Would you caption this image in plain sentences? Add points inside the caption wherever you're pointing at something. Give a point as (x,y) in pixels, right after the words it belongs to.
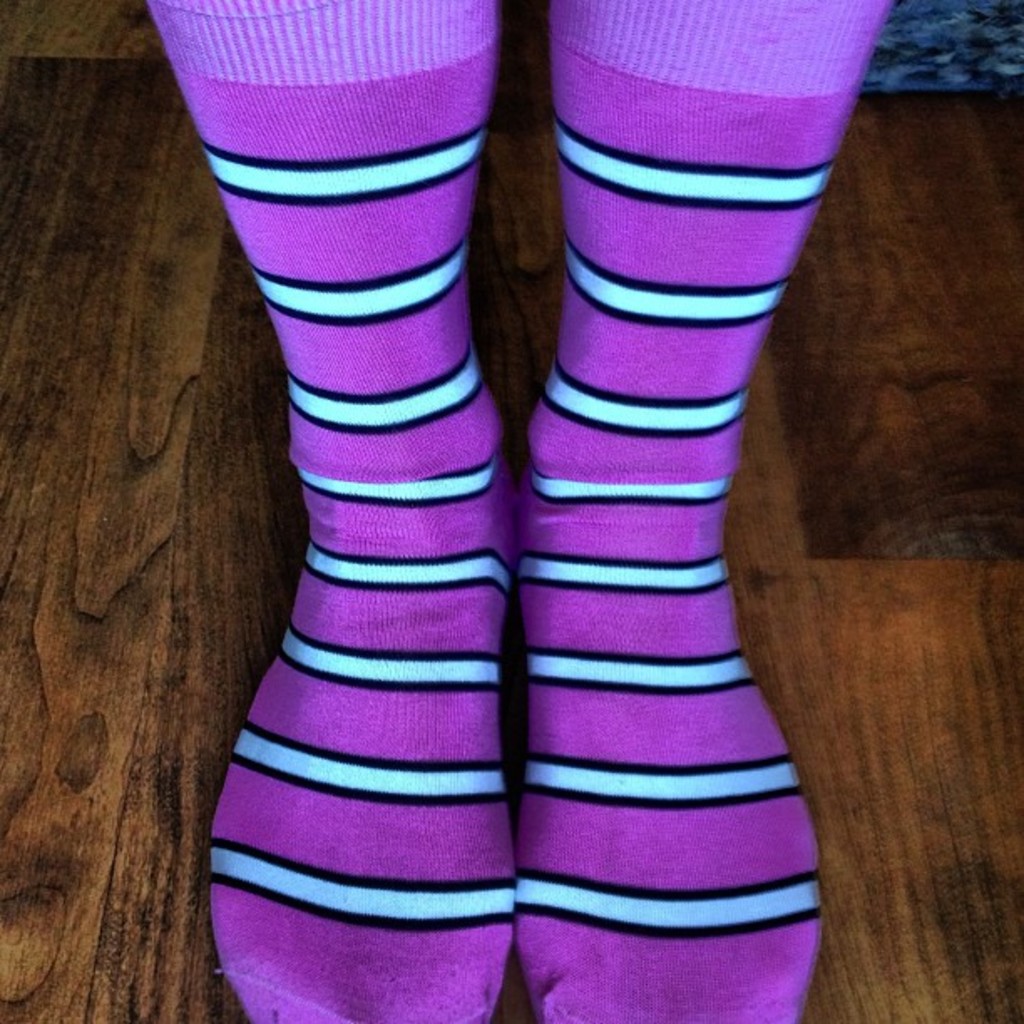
In this image there is a pair of purple and blue color socks (349,87) on the wooden floor (206,705).
